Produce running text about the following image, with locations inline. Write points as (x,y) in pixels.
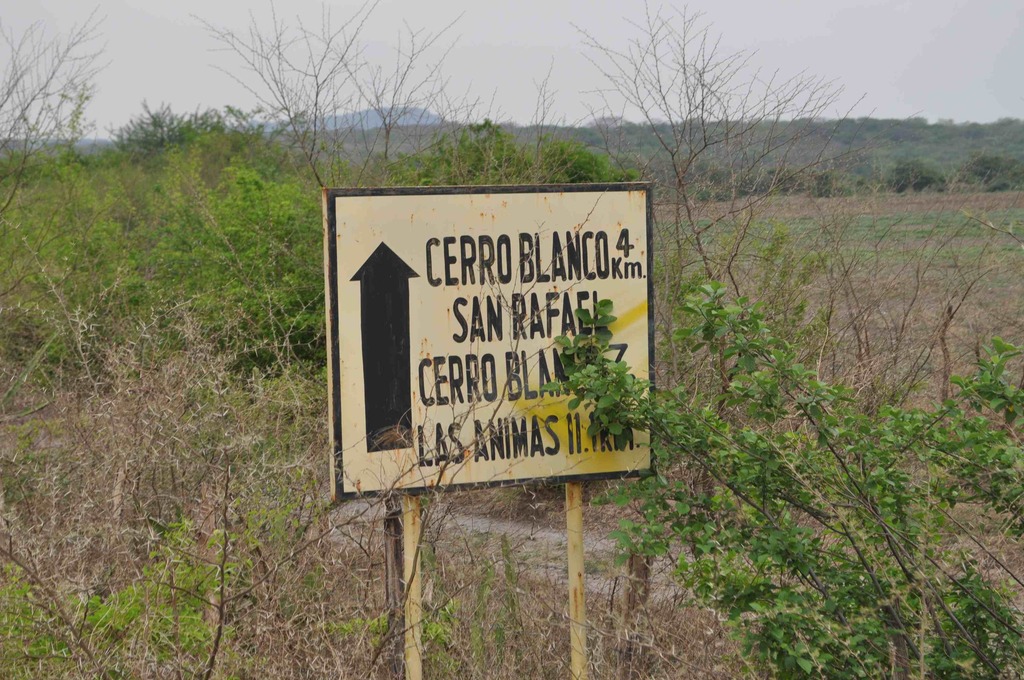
This image is clicked outside. There are plants (636,647) and trees (234,189) in this image. There is a board (610,213) in the middle (488,366). There is sky (548,104) at the top (641,66).
